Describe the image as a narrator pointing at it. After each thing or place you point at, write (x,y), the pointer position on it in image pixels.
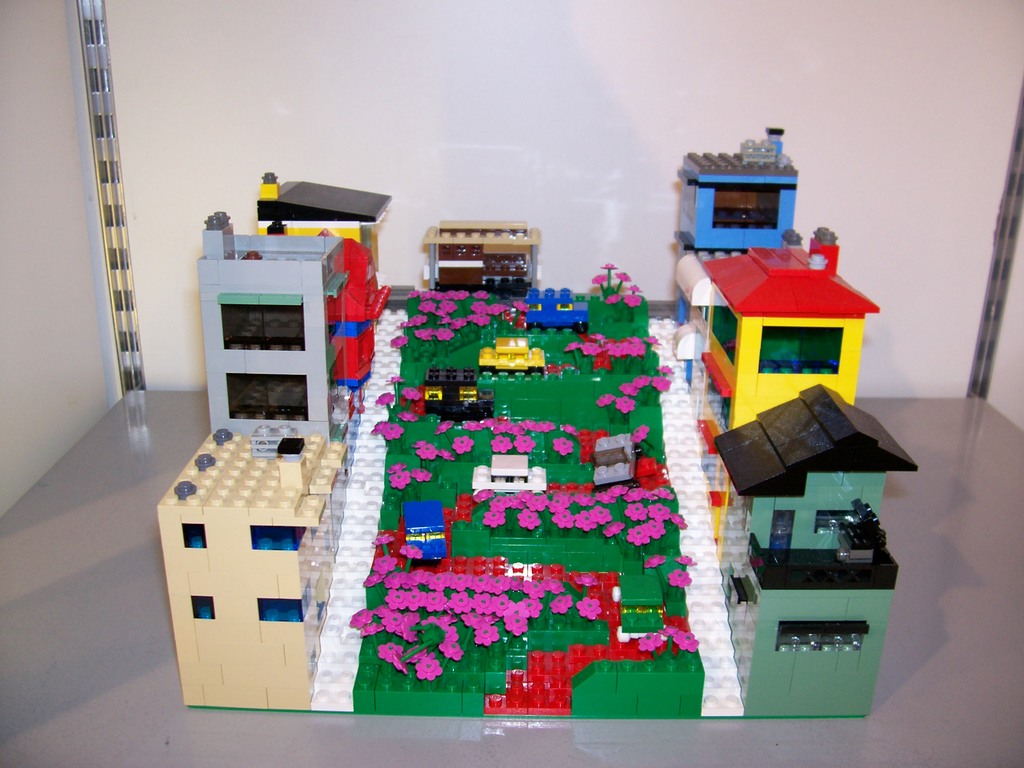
In this image we can see Lego toys (399,466). In the background of the image (321,165) there is wall (267,138). At the bottom of the image (336,752) there is floor (473,746).
